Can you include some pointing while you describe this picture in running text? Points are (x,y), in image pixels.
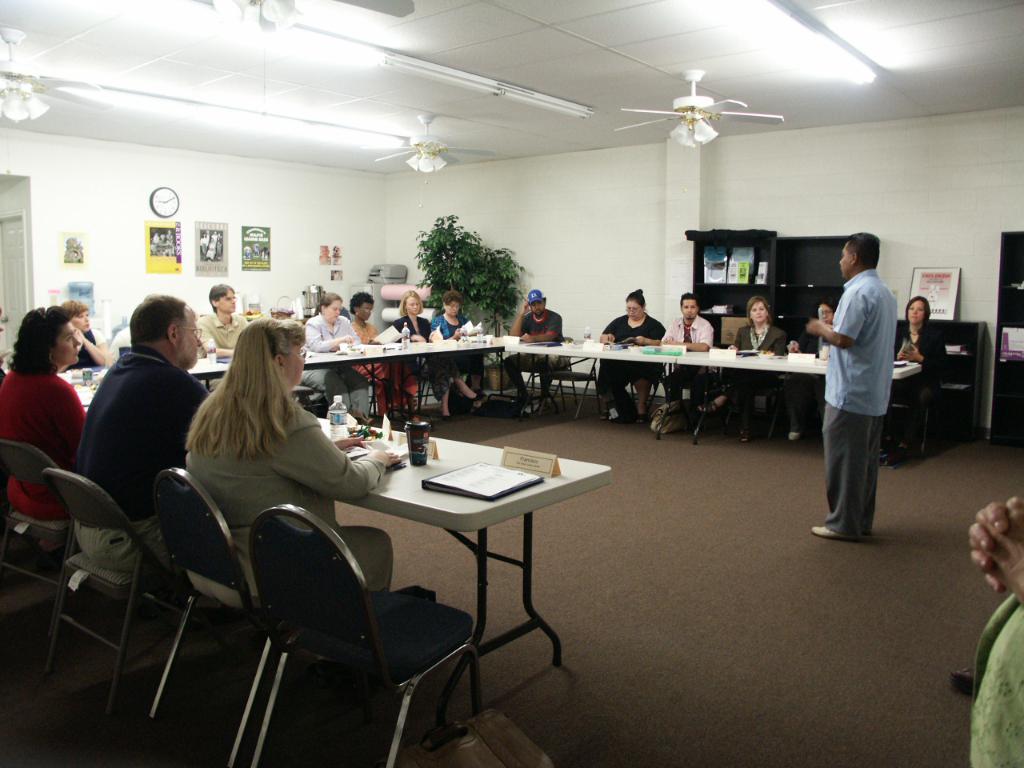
In this image I can see number of people (883,302) where a man (883,302) is standing and rest all are sitting on chairs (350,578). On these tables (447,511) I can see few bottles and cups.
